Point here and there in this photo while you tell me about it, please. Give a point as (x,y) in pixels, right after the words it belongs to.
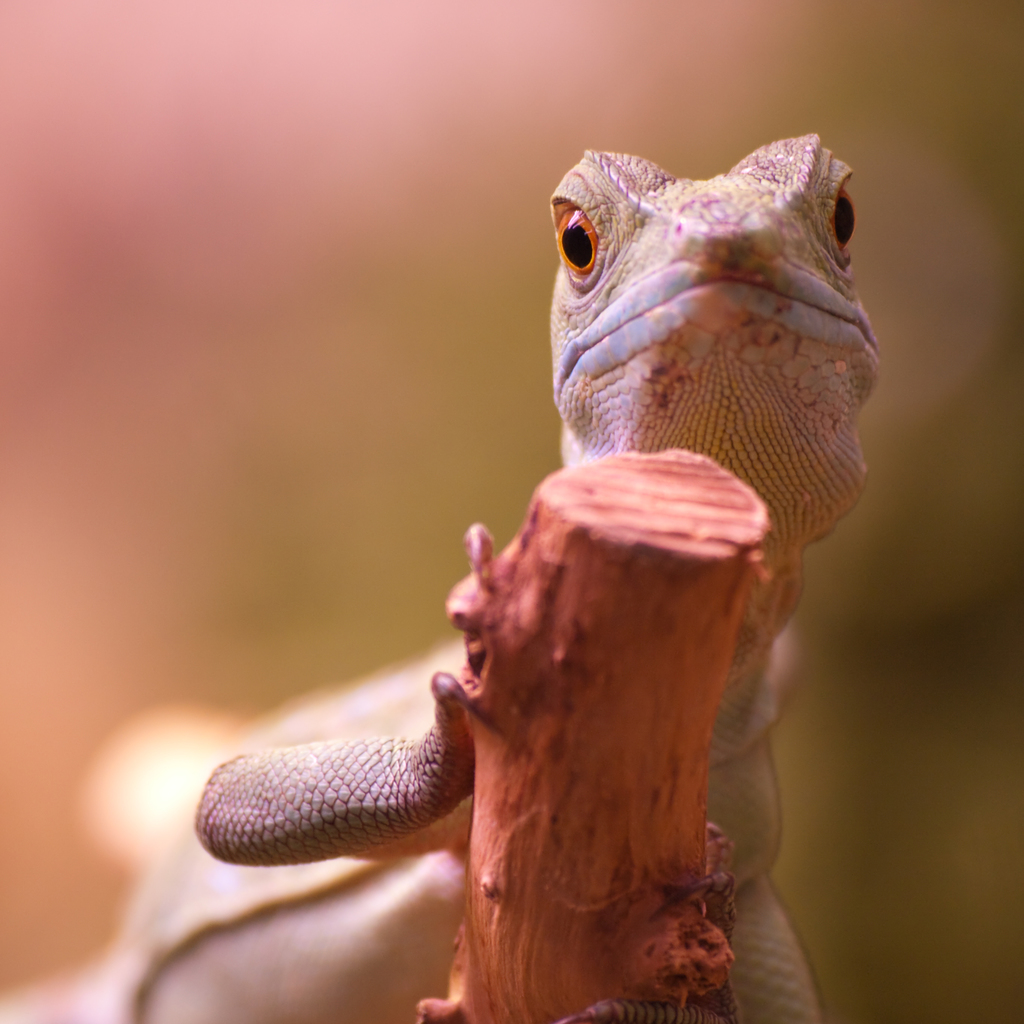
In this image we can see a lizard (688,444) on the wooden stick (591,608), and the background (881,589) is blurred.
